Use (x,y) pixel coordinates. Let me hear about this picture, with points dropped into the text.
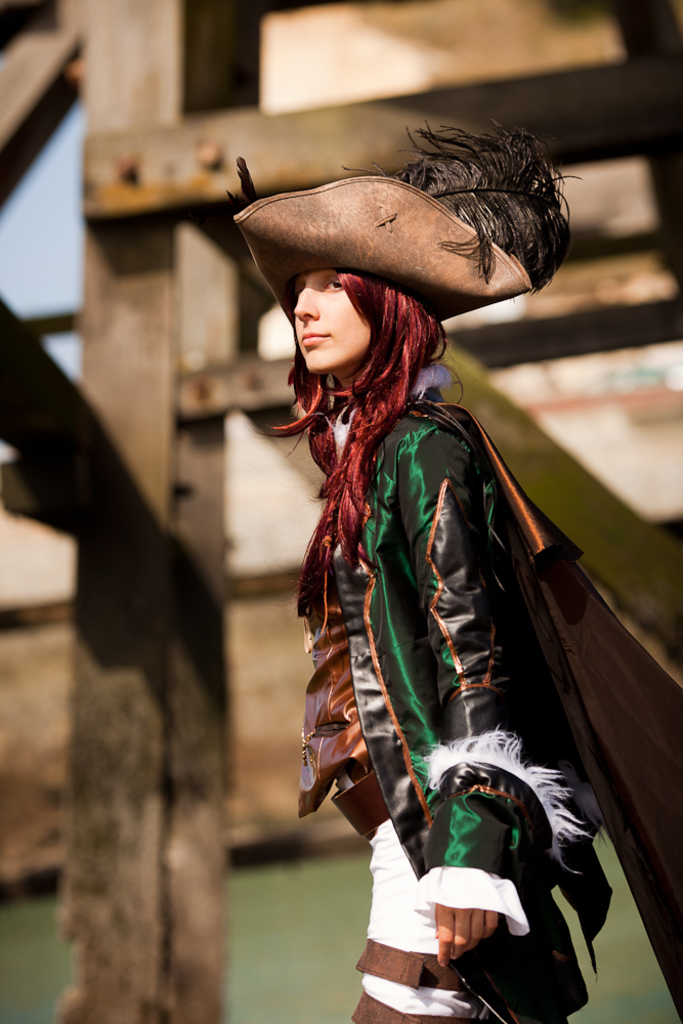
In this image, we can see a woman (375,532) in a costume (430,753). Background (22,920) there is a blur view. Here we can see pillar (140,626) and rods (246,381).
